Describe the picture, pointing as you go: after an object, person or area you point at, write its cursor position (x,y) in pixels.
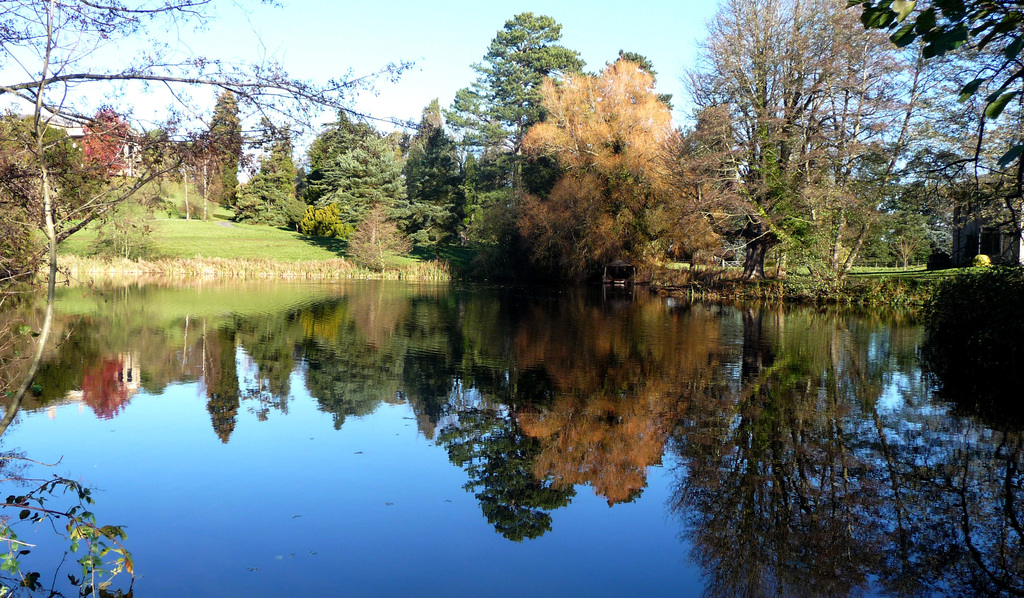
In this image I can see the water (398,400), few trees (404,238) which are green, brown and red in color, a house (989,237) and in the background (650,4) I can see the sky (585,8).
